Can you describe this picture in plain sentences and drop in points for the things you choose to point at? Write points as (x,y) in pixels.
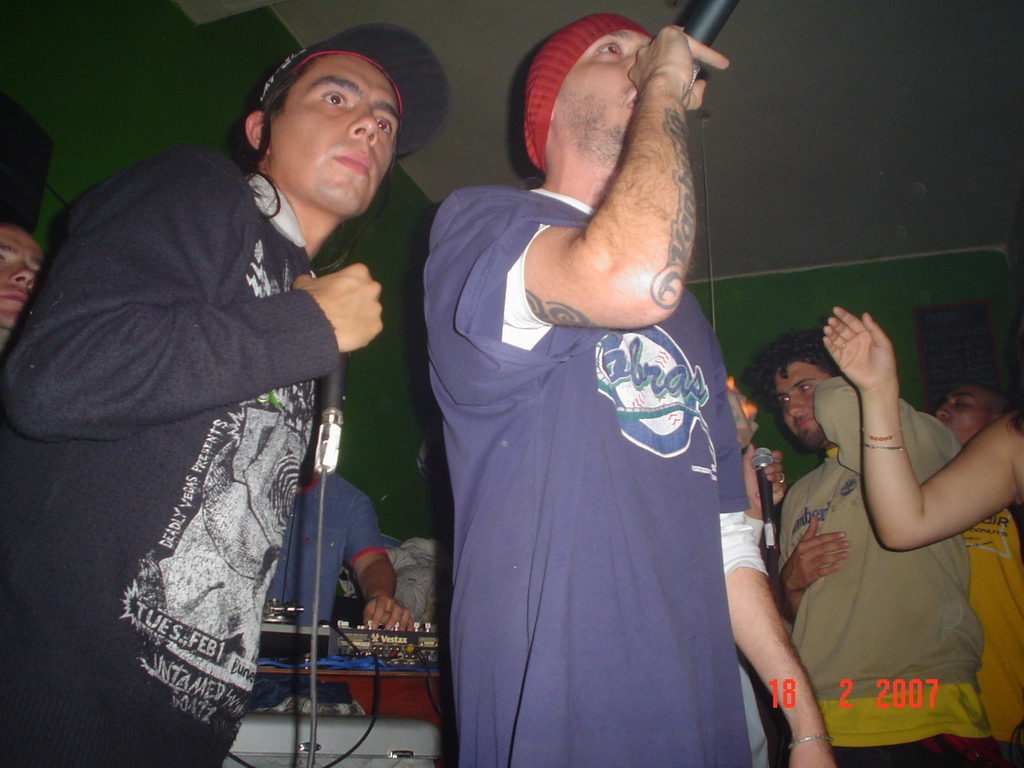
In this image I can see number of people (487,367) are standing and I can see three of them (545,330) are holding mics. On the bottom left side of the image (269,626) I can see an equipment (390,641) and few wires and on the bottom right side (793,696) I can see a watermark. I can also see two persons (314,74) are wearing caps (602,29).
